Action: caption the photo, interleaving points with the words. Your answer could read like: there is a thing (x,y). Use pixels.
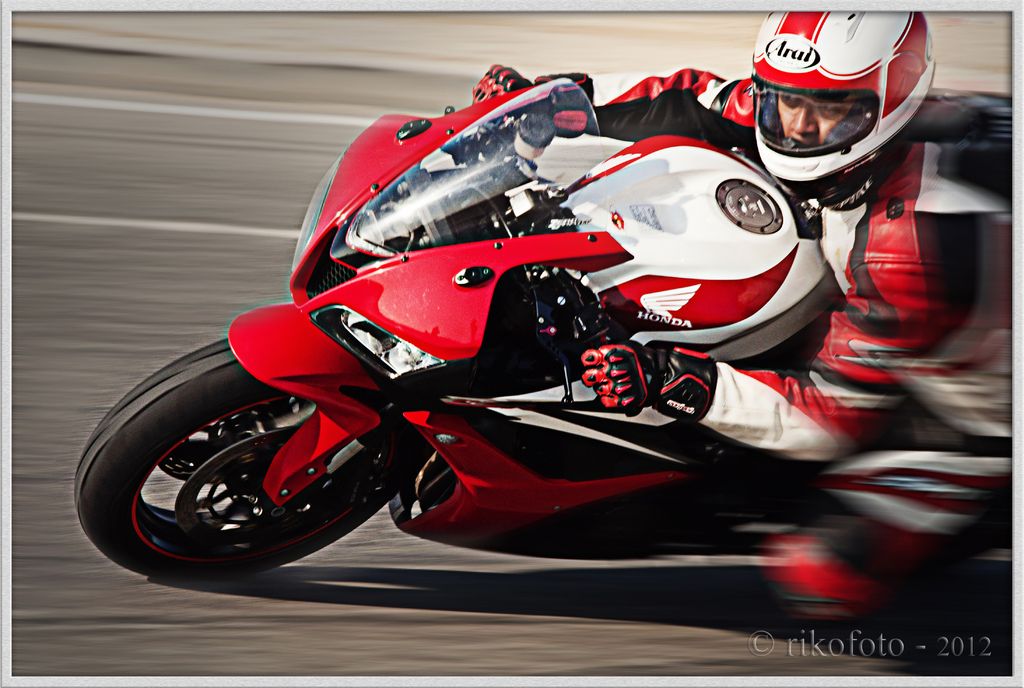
In this image, in the middle (664,339), we can see a man (845,183) riding a bike (483,324) which is in red color. In the background (273,276), we can see a road (129,195).
